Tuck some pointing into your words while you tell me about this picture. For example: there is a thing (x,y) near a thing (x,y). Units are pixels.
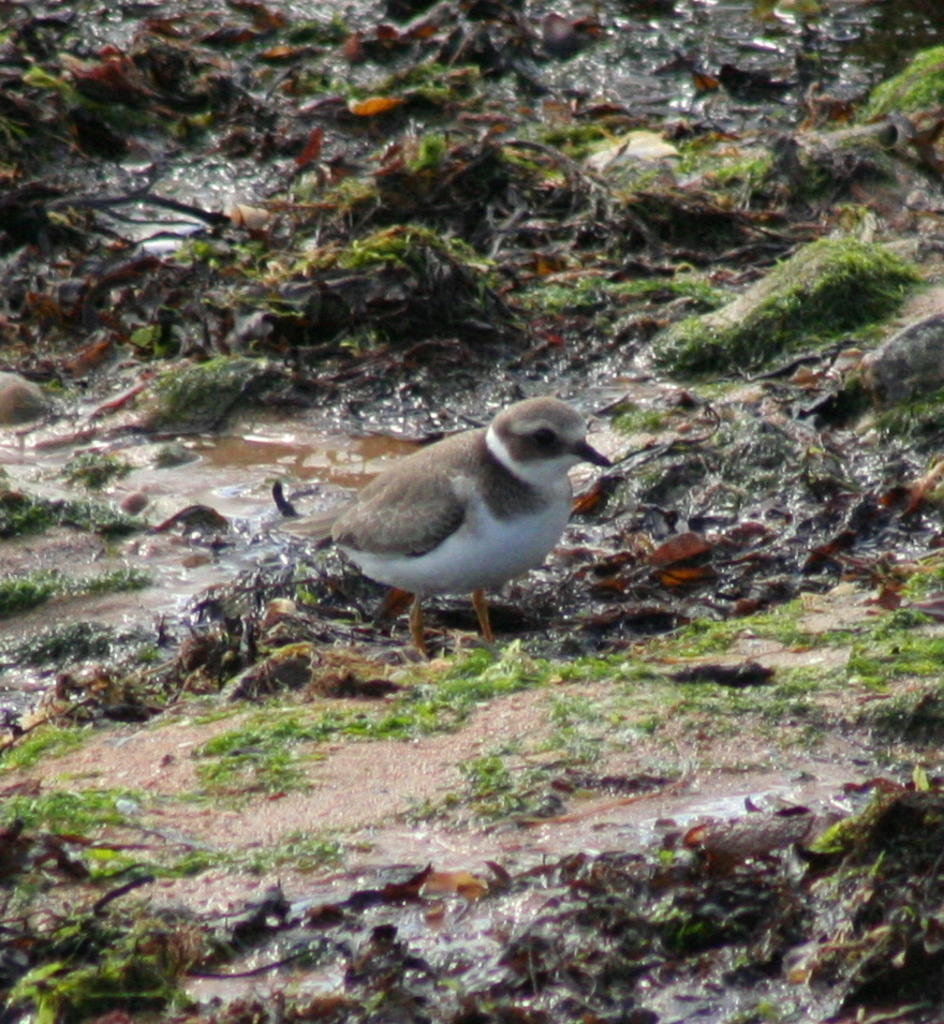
In the center of the image (515,561) we can see a bird (500,563) on the ground (484,647). We can also see some grass (489,680), stones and water (147,469) around it.
